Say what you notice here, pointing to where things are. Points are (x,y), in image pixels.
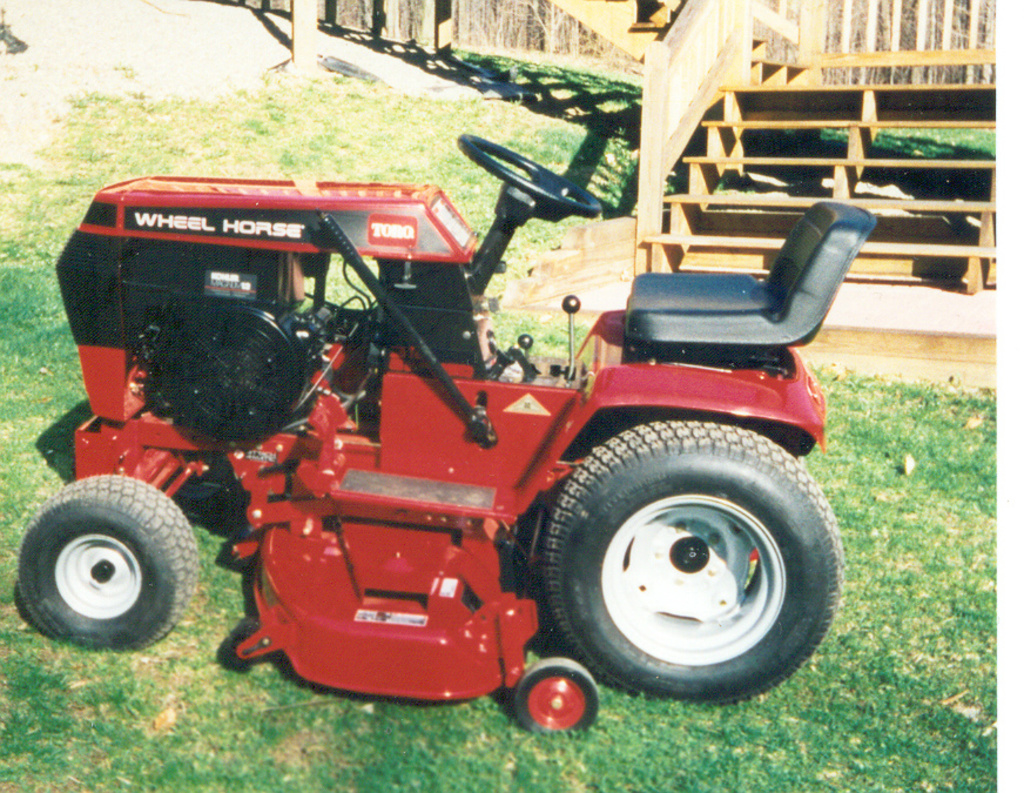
In this image, we can see a lawn tractor (481,510) is placed on the grass (601,766). Top of the image (749,243), we can see few wooden stairs (749,243), railing (645,150).
